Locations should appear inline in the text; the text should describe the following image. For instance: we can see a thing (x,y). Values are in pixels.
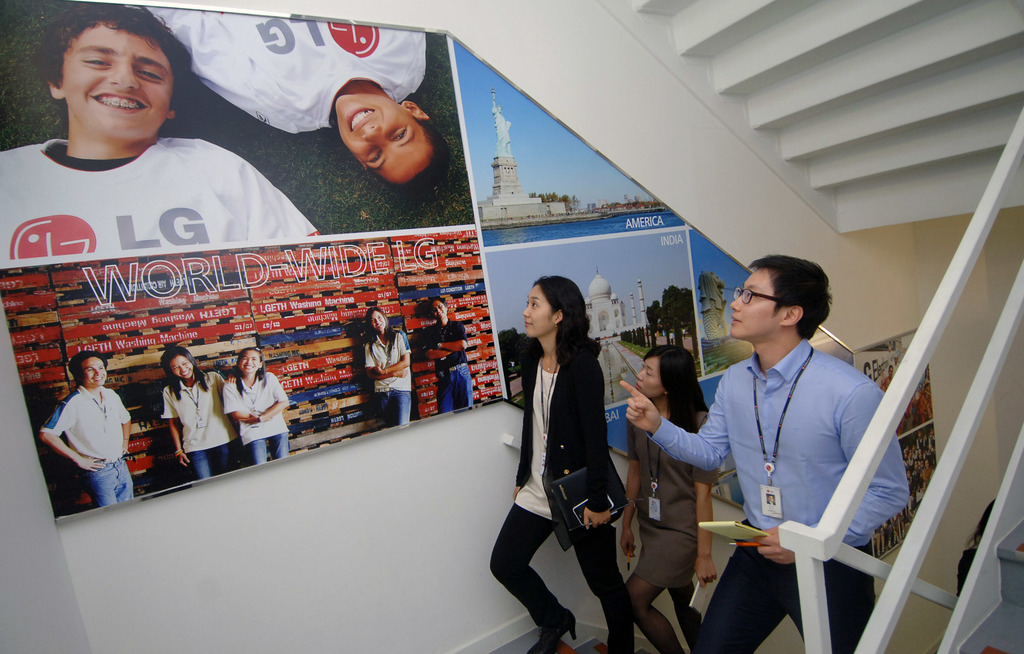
In this picture we can see people (522,585) and they are wearing id cards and in the background (578,568) we can see posters (626,431) on the wall (449,453).
